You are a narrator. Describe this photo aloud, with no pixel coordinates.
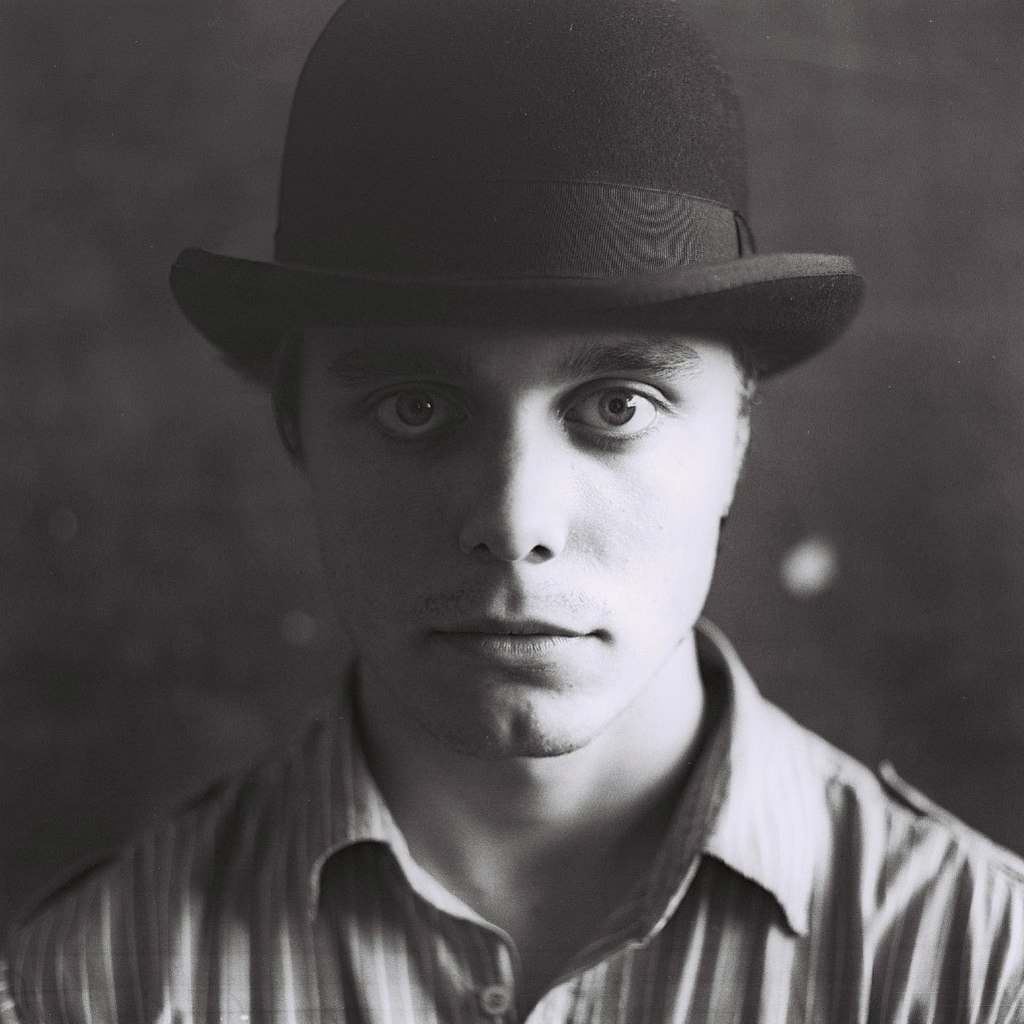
This is a black and white image. In this image we can see persons face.
